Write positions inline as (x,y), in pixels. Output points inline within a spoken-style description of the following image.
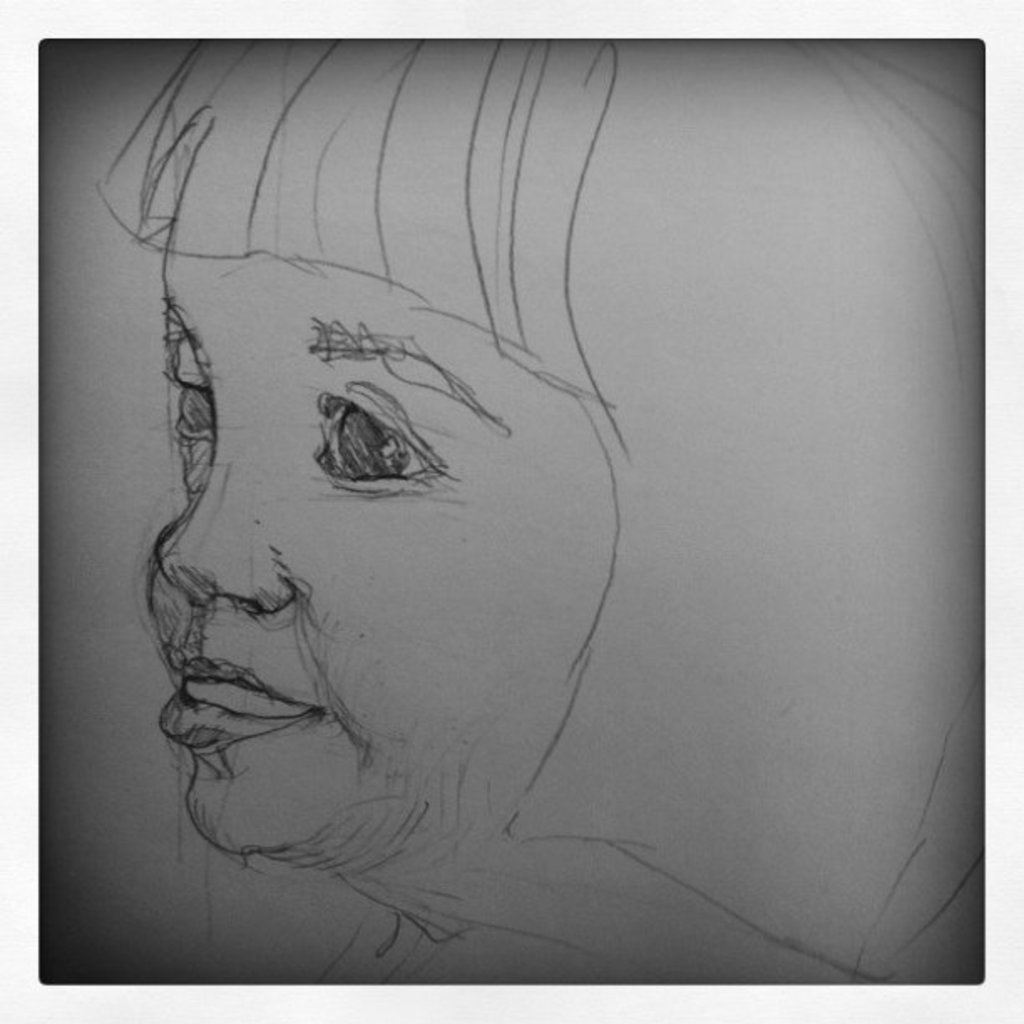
This picture is an edited picture. In this image there is a sketch (443,808) of a person (258,463).
